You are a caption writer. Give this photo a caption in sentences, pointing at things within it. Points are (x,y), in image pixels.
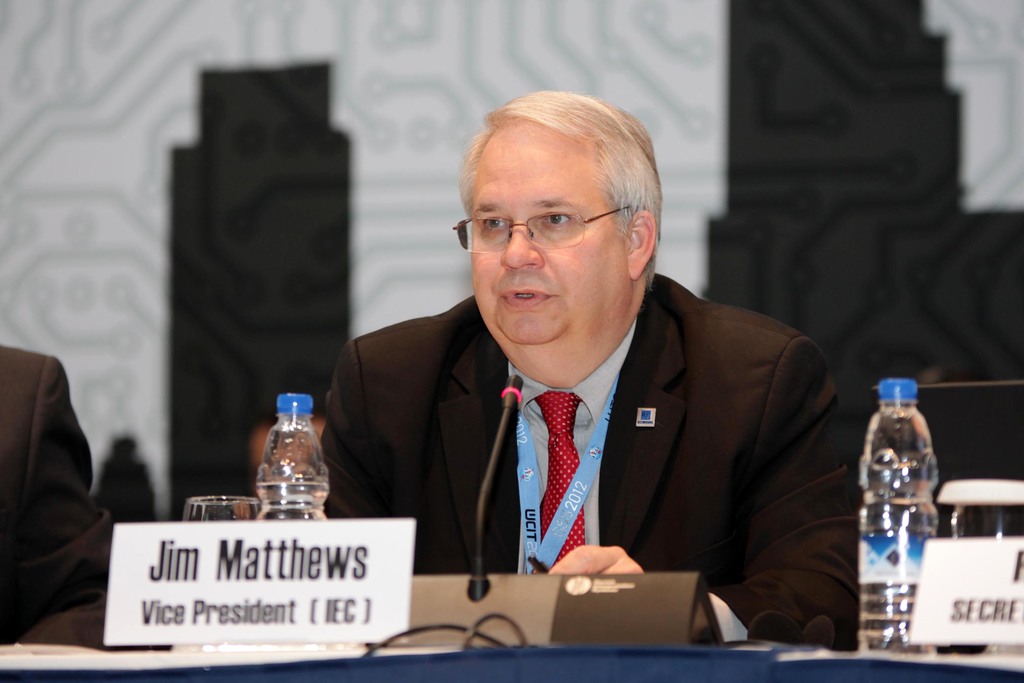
in this picture there was a person (507,361) sitting in front of a microphone (502,432) and talking there was a table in front (359,671) the person (724,495), on the table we can see bottle (303,507) and a name plate (211,575).
